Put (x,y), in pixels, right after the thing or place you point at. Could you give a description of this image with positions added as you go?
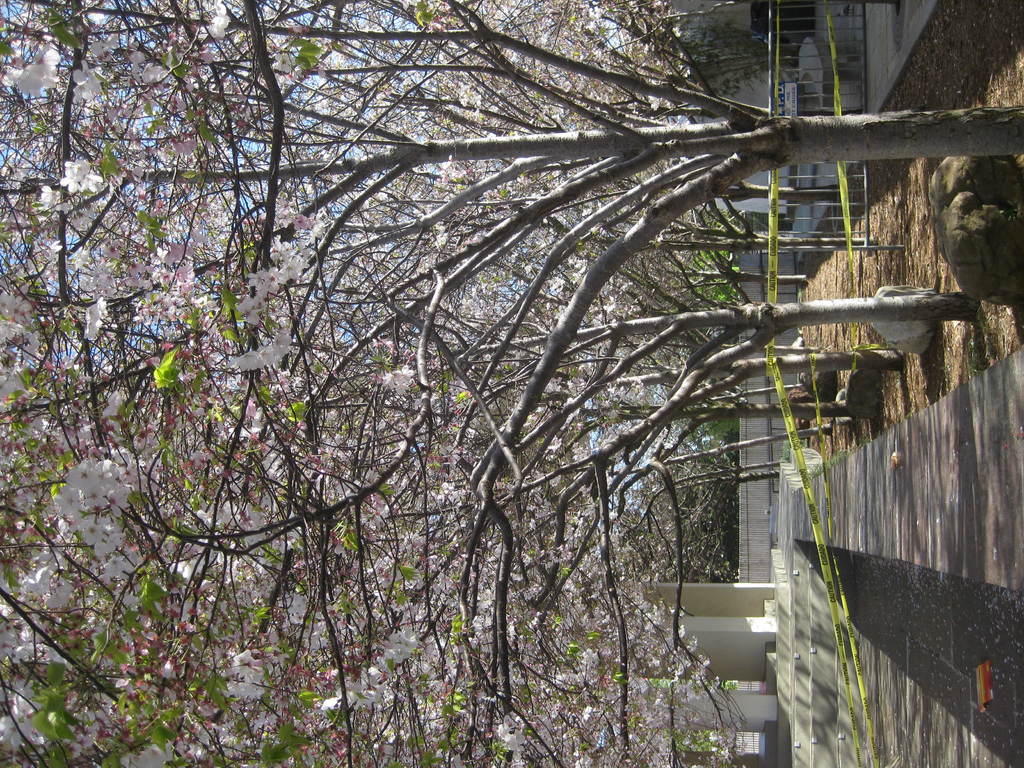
In the image we can see there are trees (633,320), stairs (821,668), pillars (722,640) and a building (714,15), this is a soil (1006,93), stones (994,188) and police lines (770,245).
